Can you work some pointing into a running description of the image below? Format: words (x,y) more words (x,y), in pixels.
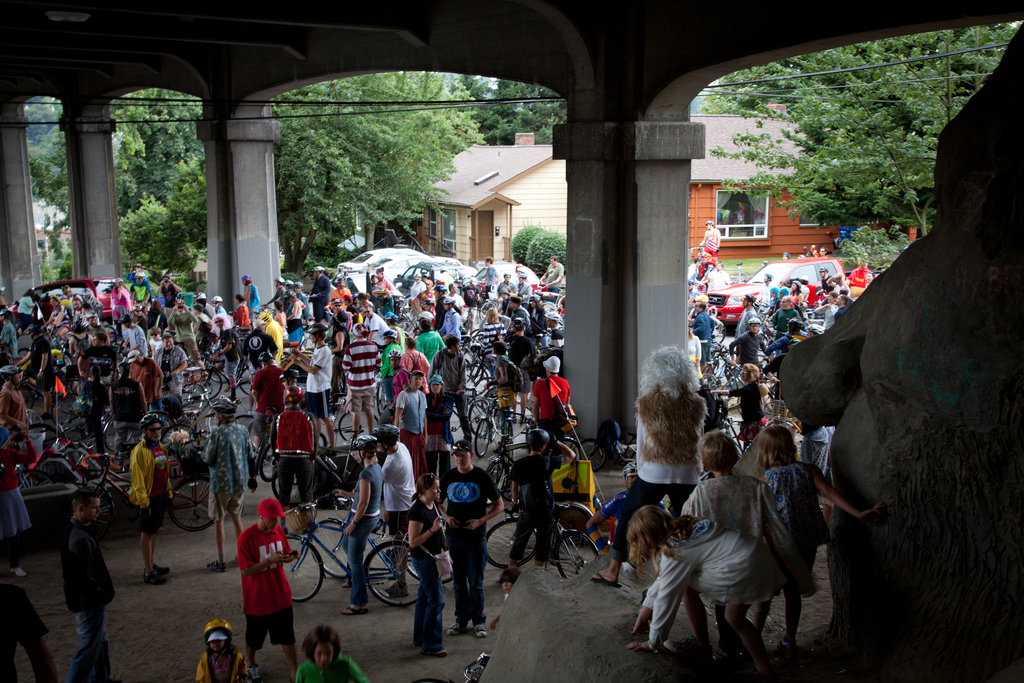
In this image, we can see a group of people (767,299), bicycles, vehicles (391,281). Few (299,360) are wearing helmets (215,410). Right side of the image (905,430), we can see some sculpture (904,444). Background (530,203) we can see trees (360,199), houses (562,208), pillars (578,262), plants (535,250), door (488,244), wall (500,226). Top of the image (136,26), there is a roof (137,42), wires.
